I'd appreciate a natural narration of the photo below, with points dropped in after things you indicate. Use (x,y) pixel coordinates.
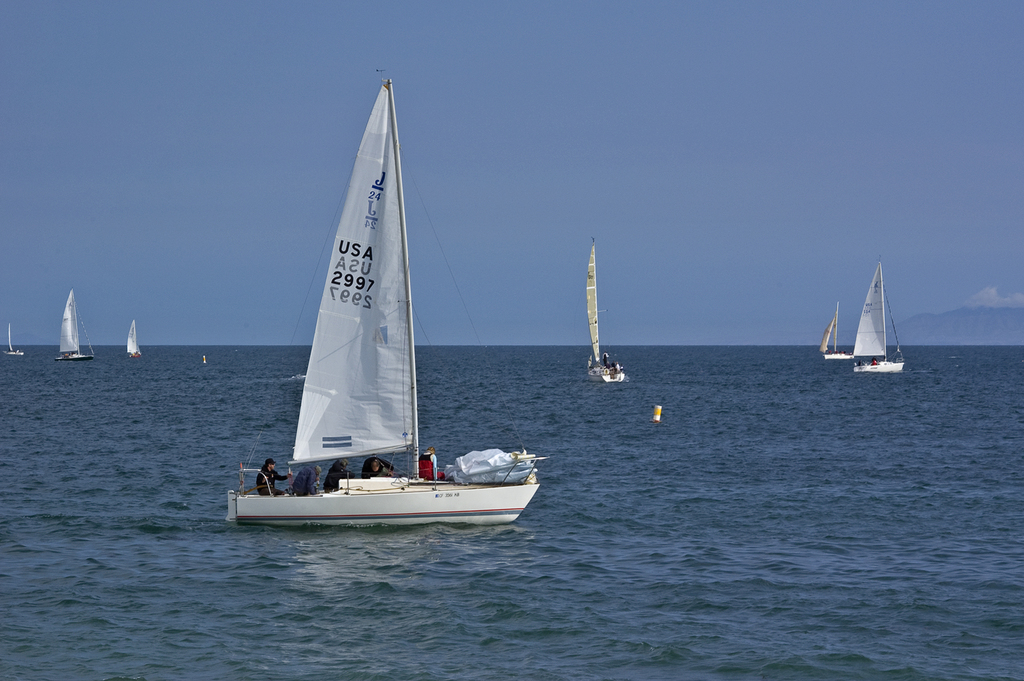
In this image we can see a boat (526,488) in the center (407,248). At the bottom of the image (479,564) there is water (696,563). In the background of the image (612,321) there are boats (72,311) and sky (135,234).
